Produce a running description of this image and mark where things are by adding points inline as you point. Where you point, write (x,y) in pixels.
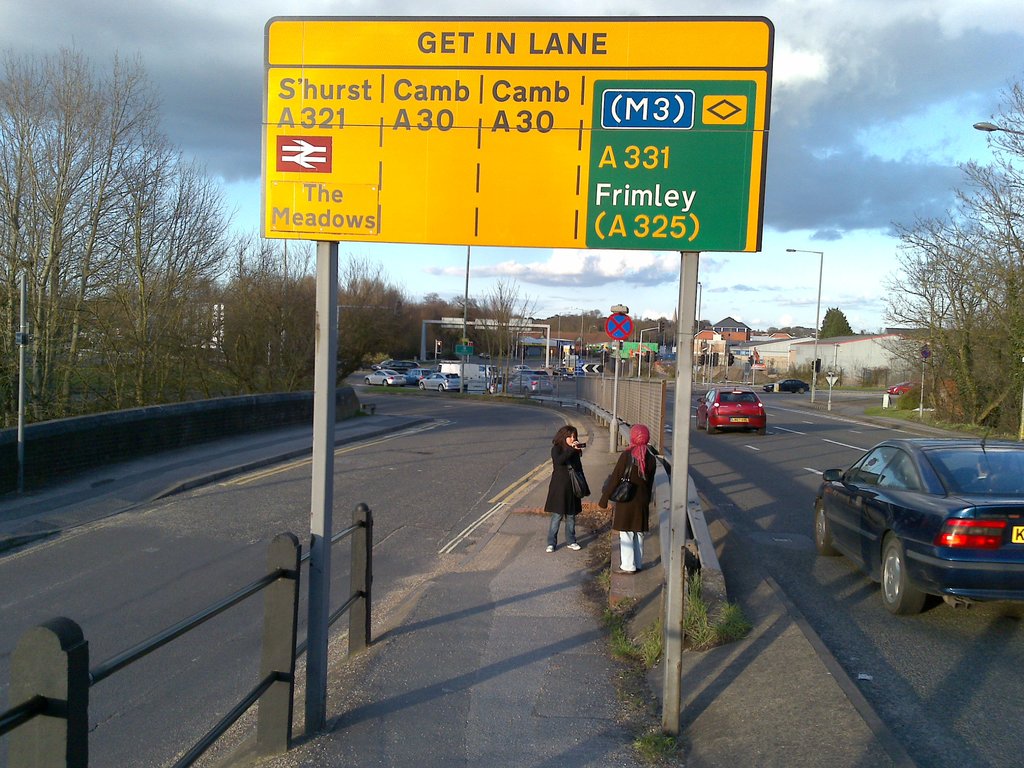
This picture is clicked outside the city. In front of the picture, we see a yellow color board (422,167) with some text (596,47) written on it. In the left bottom of the picture (270,643), we see a railing (274,730) and a road (124,571). In the middle of the picture (636,502), we see two people (566,461) are standing on the footpath (646,555). Behind them, we see a railing (643,398) and poles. On either side of the picture, there are trees (973,309). On the right side (964,601), we see vehicles (865,519) which are moving on the road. There are trees (377,271), buildings (811,352) and poles (813,373) in the background (368,333). At the top of the picture (978,111), we see the sky (783,237) and the clouds (786,150).
